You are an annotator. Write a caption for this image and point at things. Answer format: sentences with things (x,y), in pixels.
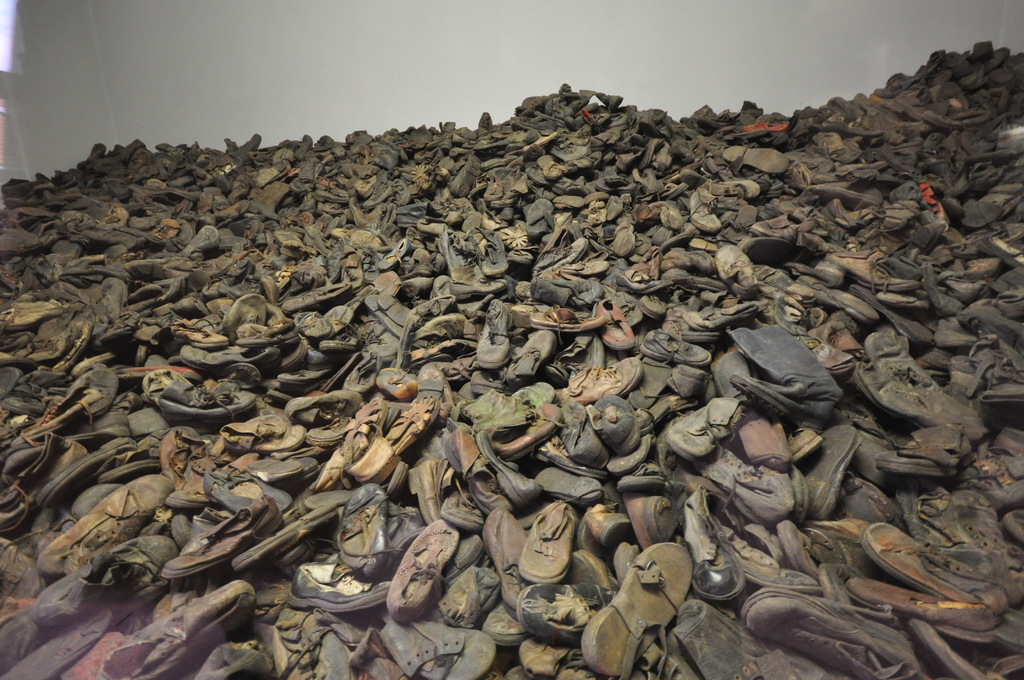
In this image there are a group of shoes (457,277), and in the background (237,96) it looks like a wall (438,36) and some objects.
